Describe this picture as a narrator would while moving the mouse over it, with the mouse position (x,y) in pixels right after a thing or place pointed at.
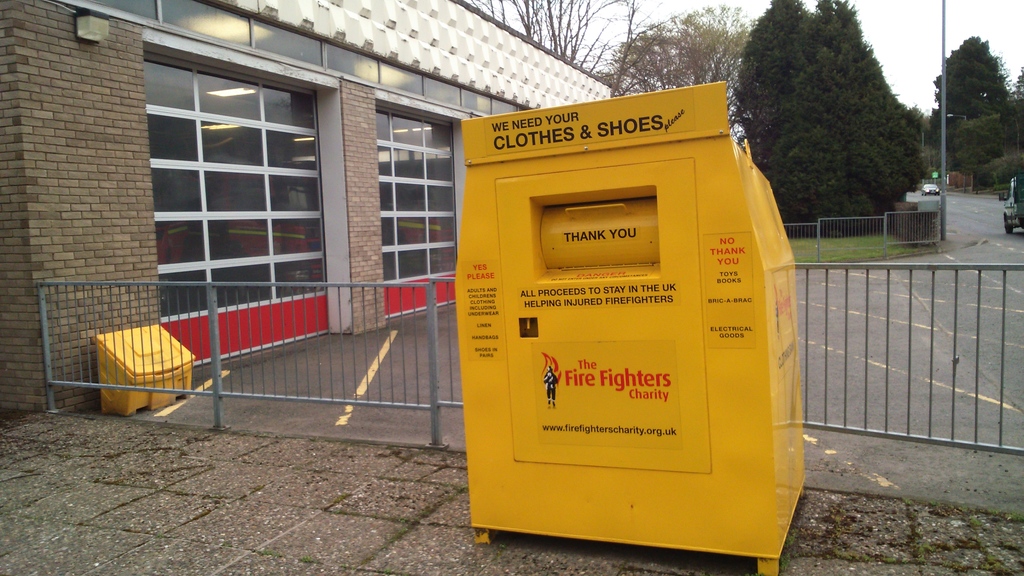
In this picture I can see a charity box (730,278) and an object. I can see vehicles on the road (970,368), poles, building (202,54), trees (928,133), and in the background (930,72) there is the sky (1014,18).
